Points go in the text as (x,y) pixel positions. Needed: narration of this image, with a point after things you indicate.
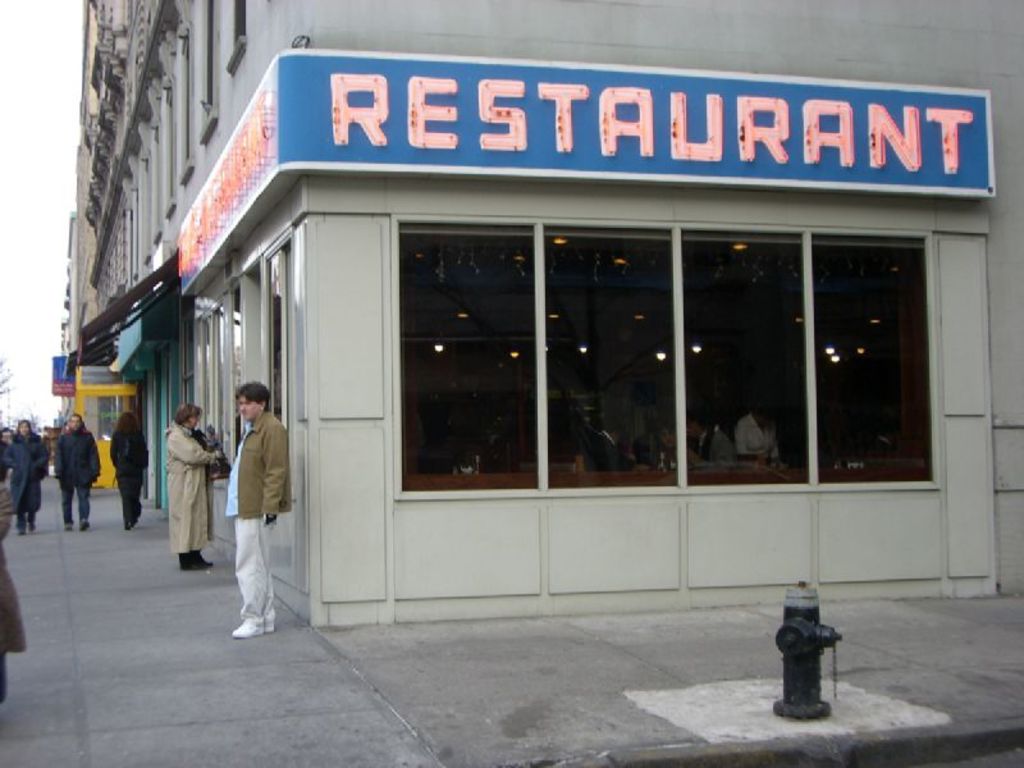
This picture describes about group of people (169,510), few are standing and few are walking on the pathway (47,513), in the right side of the image (809,646) we can see a water hydrant (824,638), beside to it we can find few buildings (416,427) and hoardings (194,247).
